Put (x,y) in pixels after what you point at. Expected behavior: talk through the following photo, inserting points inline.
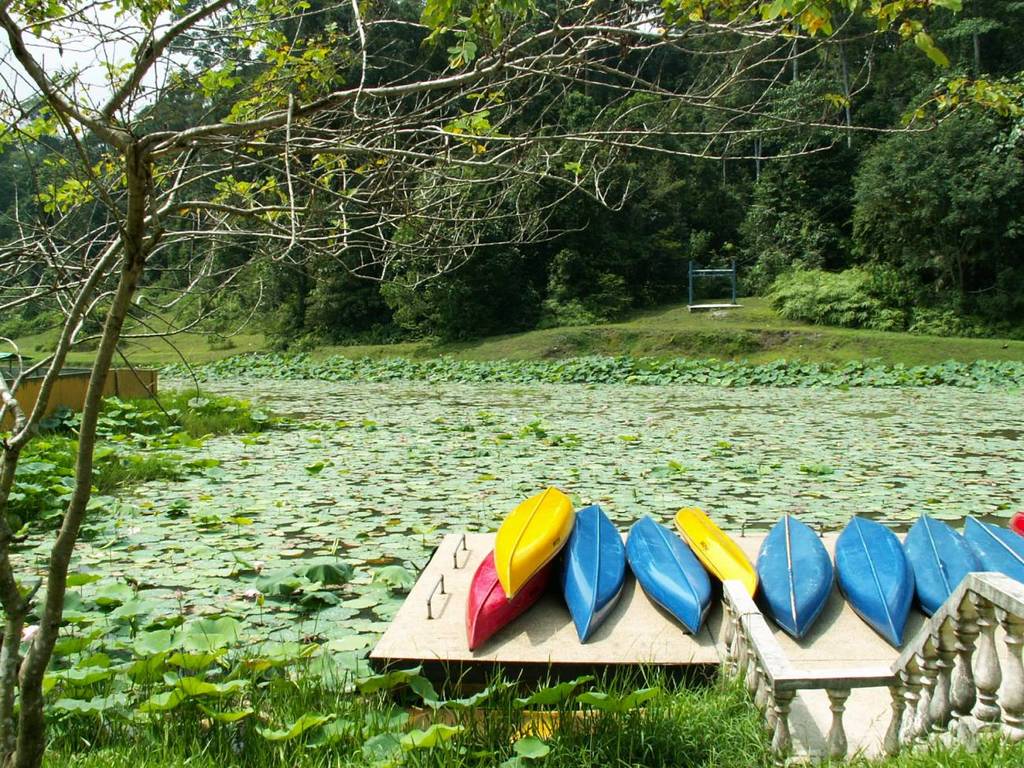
On the right side of the picture (699,519), we see skiffs (806,599) which are in yellow, blue and red color. At the bottom of the picture (330,670), we see grass (648,728) and plants (258,686). We see water (287,532) and lotus leaves (230,580) in the water (351,486). On the left side (287,131), we see a tree (120,255). There are many trees (477,223) in the background (435,284).
